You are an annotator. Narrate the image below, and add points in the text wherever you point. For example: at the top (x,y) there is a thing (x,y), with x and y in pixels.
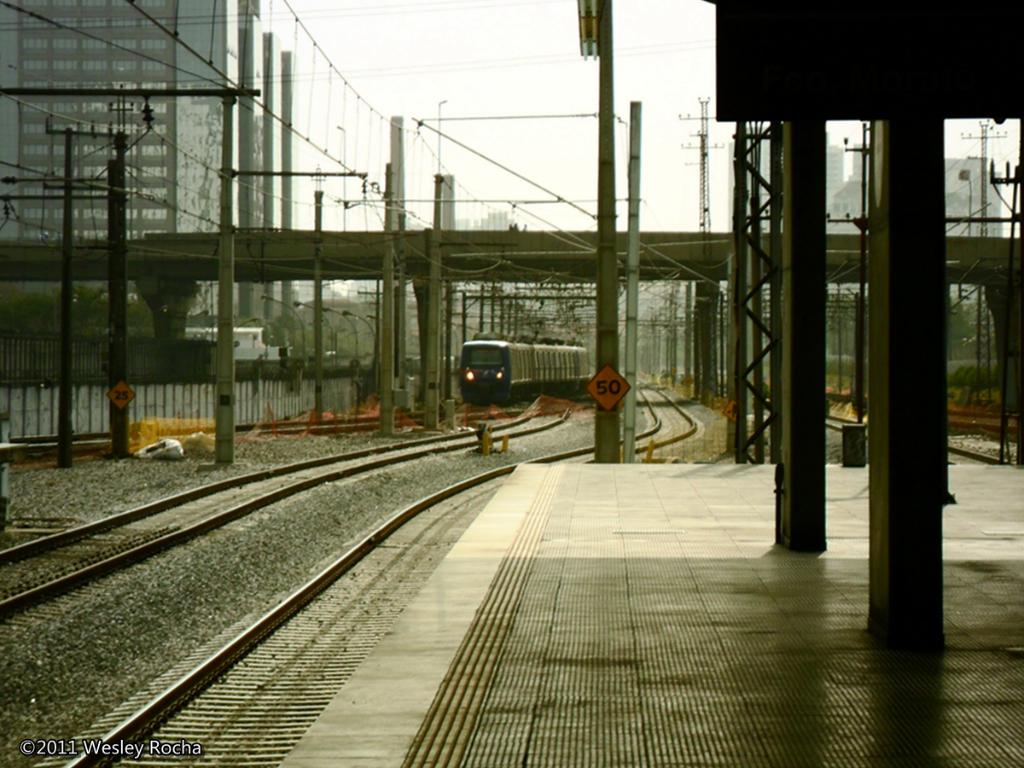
In this image we can see a train (467,381) on the railway track (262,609) and there are some power poles (605,288) and we can see a bridge (843,249) over the railway tracks (254,739) and on the right side of the image (724,653) we can see the platform (957,740). There are few buildings (145,38) in the background (105,8) and at the top (446,3) we can see the sky (483,42).
